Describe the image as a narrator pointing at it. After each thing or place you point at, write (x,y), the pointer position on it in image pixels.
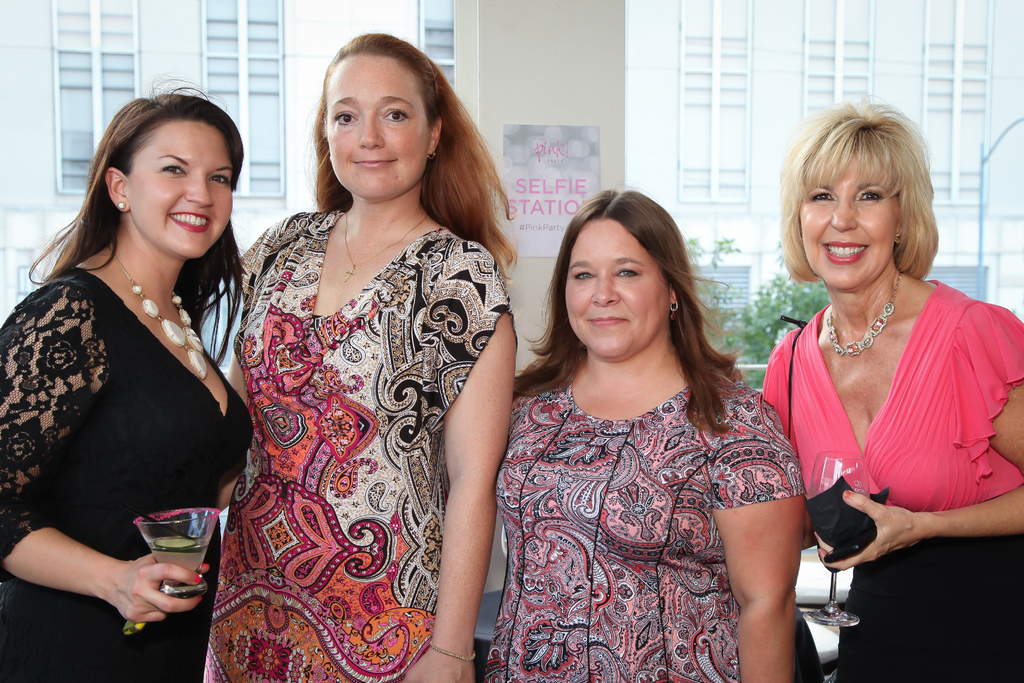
4 women (297,415) are standing. The women (894,419) at the left (206,593) and right are holding a glass of drink (185,542). Behind them there is a pillar (526,42), building (1006,123) and tree (755,320).
